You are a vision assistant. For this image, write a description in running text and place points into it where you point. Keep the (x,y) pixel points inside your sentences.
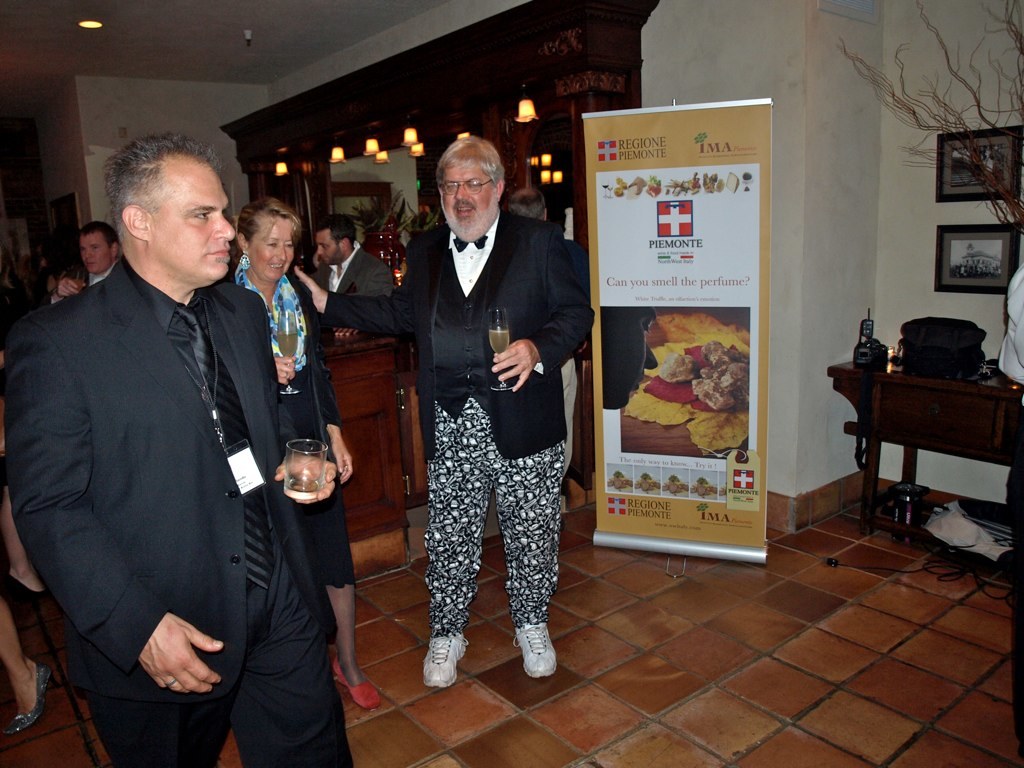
There are men (466,414) standing holding a glass (505,320) of wine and beside them there is a table (882,375) and backpack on it and photo frames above that.
